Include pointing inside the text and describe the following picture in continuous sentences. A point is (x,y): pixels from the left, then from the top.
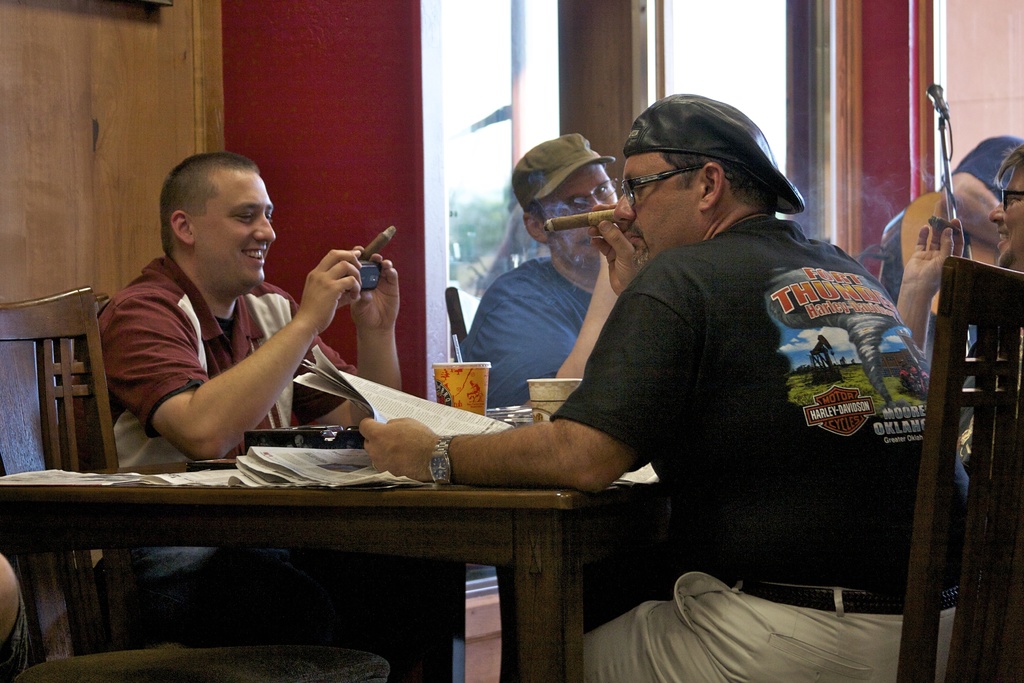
In the image we can see few persons (722,220) were sitting on the chair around the table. And they were holding cigars (589,224) and left person (201,184) holding camera (372,272). On the table (491,506) we can see newspaper (466,426), glass (544,397) etc. In the background (496,114) there is a wood wall (152,123), glass (775,60) and microphone (942,105).
